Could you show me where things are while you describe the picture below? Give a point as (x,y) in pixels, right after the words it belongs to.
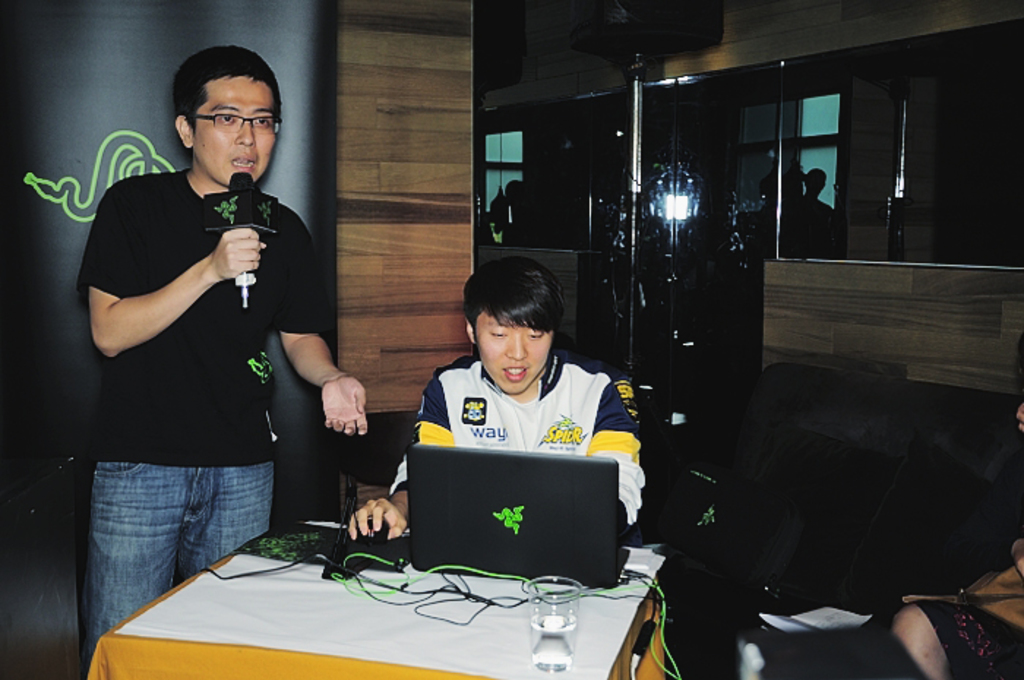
In this image there is a man (556,447) sitting on chair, in front of him there is a table (284,676), on that table (151,664) there is a laptop (543,520), glass (541,601) of water (546,616), beside the man (641,479) a man (160,214) is standing and holding a mic (238,210) in the background (364,148) there is a wall (364,271) to that wall (368,312) there is a glass doors (751,139).
